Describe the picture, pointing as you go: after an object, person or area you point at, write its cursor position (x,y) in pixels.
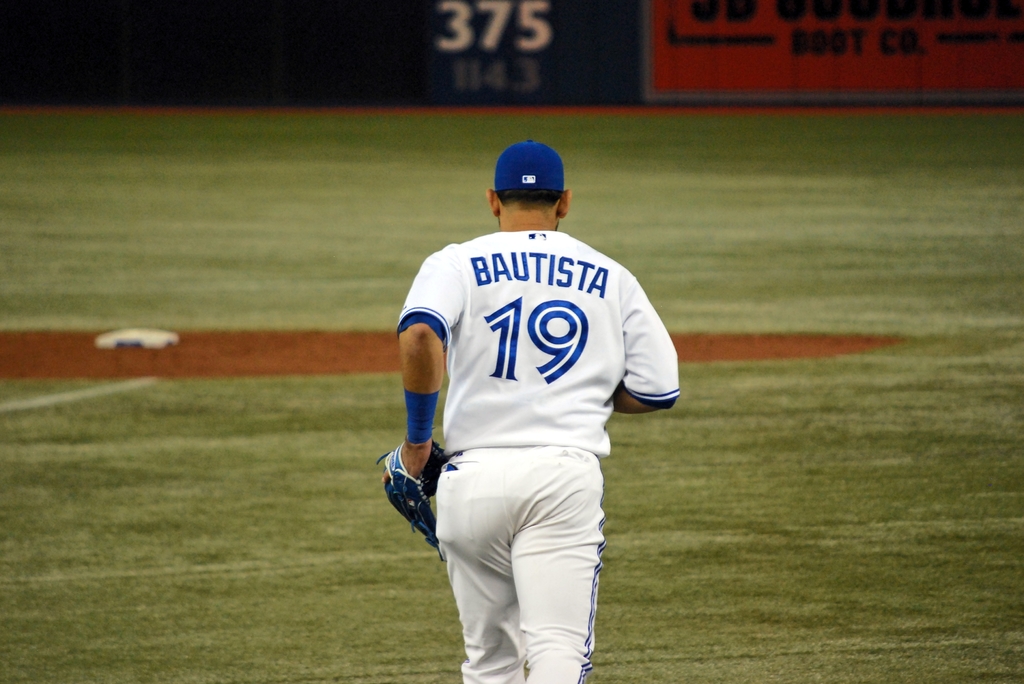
In this picture there is a person (411,463) running and wore a cap (503,156) and glove (394,485) and we can see grass (709,230). In the background of the image (825,66) we can see hoardings (591,70).
